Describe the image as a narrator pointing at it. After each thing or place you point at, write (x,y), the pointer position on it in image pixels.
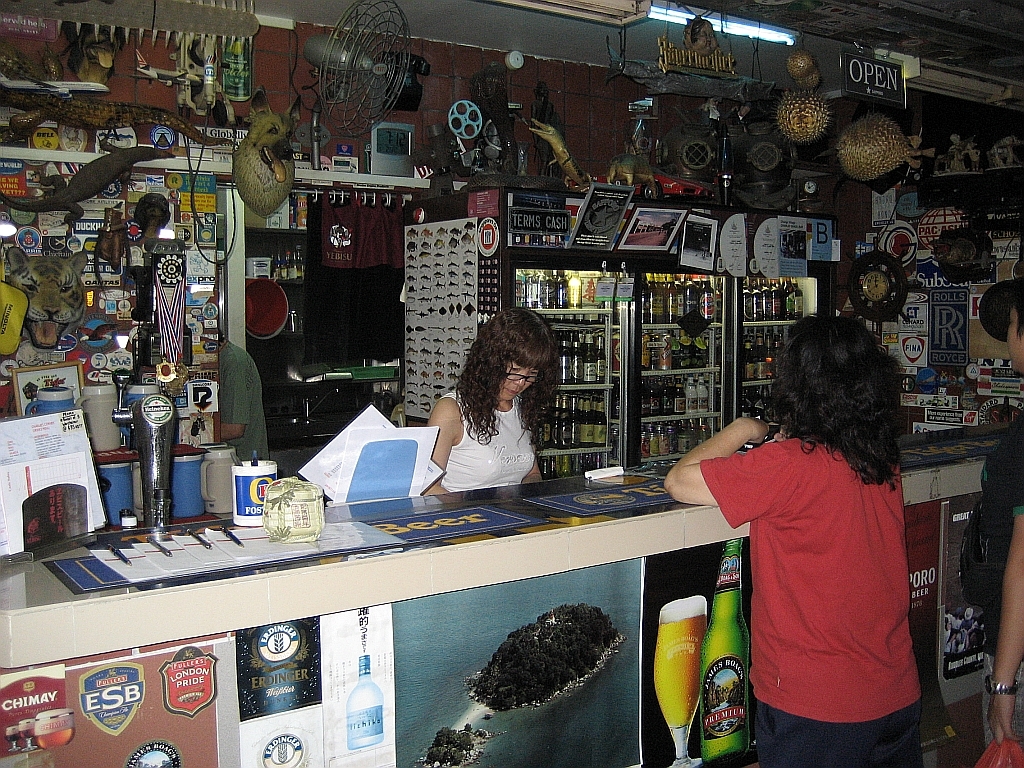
In this image we can see four persons (467,388). We can also see the table (531,522) with full of posters (934,541). In the background (703,354), we can see the refrigerators (683,286) with beer bottles (796,300). We can also see the frame (672,242), text papers (822,252) and also posters (100,303) and some bottles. We can also see the depiction (33,276) of tiger (48,306) and some other animals (106,174). At the top (344,73) we can see the table fan (371,77), light (764,34) and also the text board (875,75) hanged from the ceiling (946,38).
